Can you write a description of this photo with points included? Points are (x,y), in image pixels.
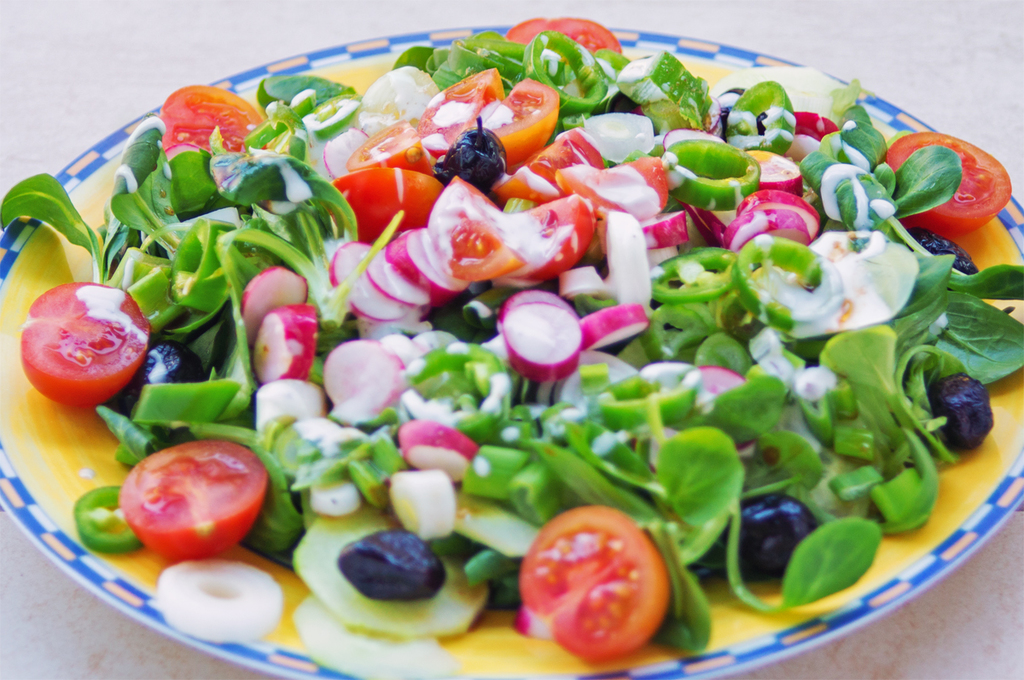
In the center of the image (648,299), we can see food (485,290) on the plate (773,588), which is placed on the table (893,646).
